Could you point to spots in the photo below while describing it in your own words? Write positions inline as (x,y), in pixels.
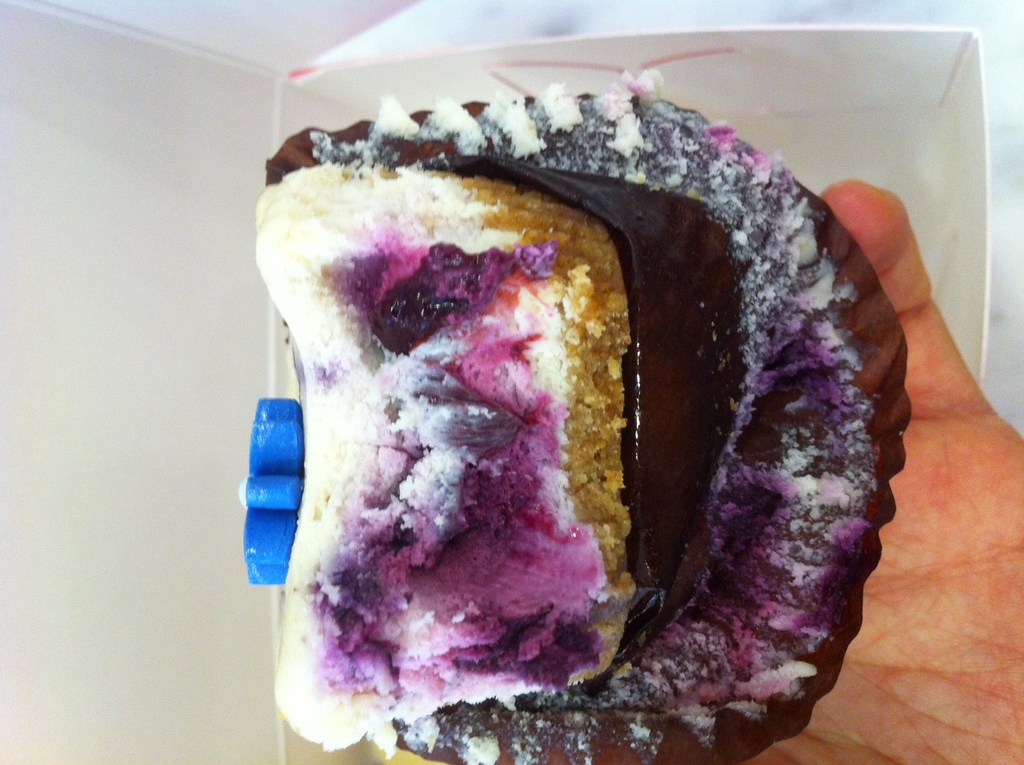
In the picture we can see a person's hand (1017,652) is holding the food item (468,596) and behind it, we can see the white box (212,397).
